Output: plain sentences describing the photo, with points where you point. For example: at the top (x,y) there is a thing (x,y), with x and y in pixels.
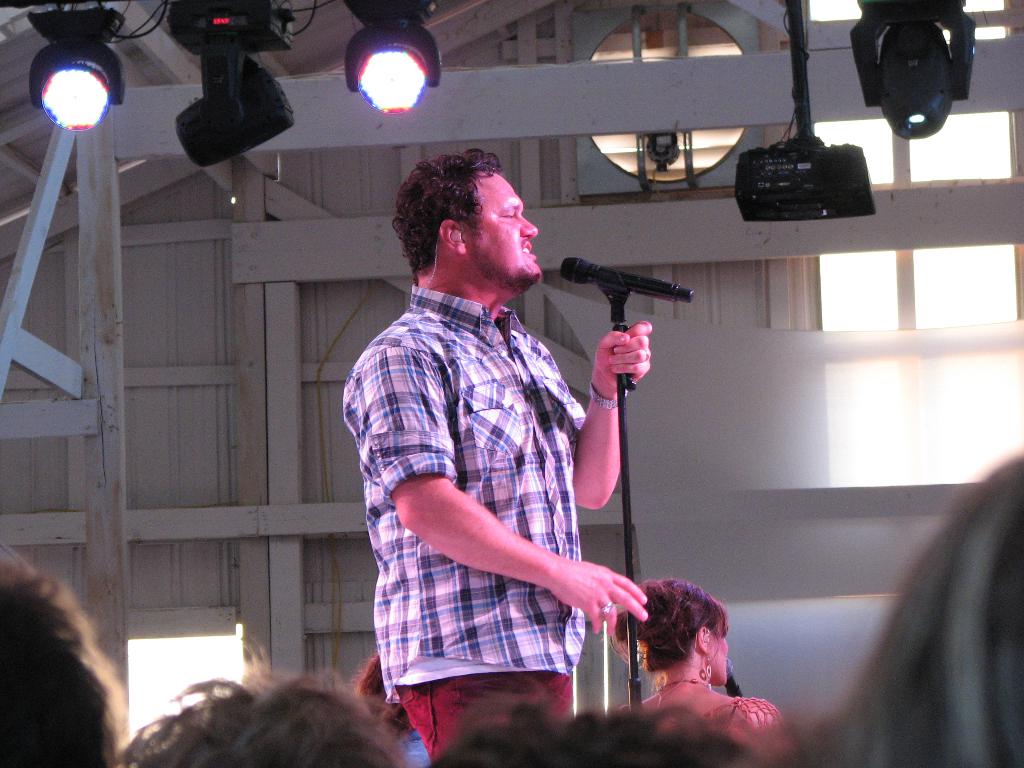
In this image, in the foreground (490,197) we can see a person (503,556) standing and holding a mike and at the bottom (78,764) we can see some people (35,720), at the top (736,188) we can see some lights (266,94), on the right side (878,144) we can see some windows (878,144).
